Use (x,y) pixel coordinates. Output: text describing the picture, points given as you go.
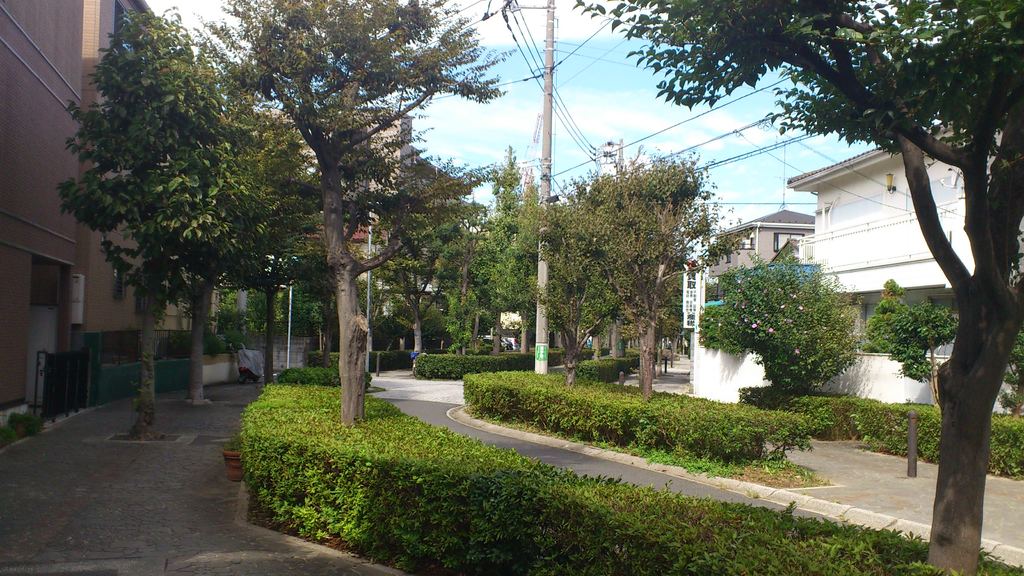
On the left side of the image (31,156) and right side of the image (1009,163) there are houses (16,162), trees (384,175), plants (902,432), poles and board (692,280). In the middle of the image (543,368) I can see a pole (538,328), bushes (496,360) and cloudy sky (506,111).
